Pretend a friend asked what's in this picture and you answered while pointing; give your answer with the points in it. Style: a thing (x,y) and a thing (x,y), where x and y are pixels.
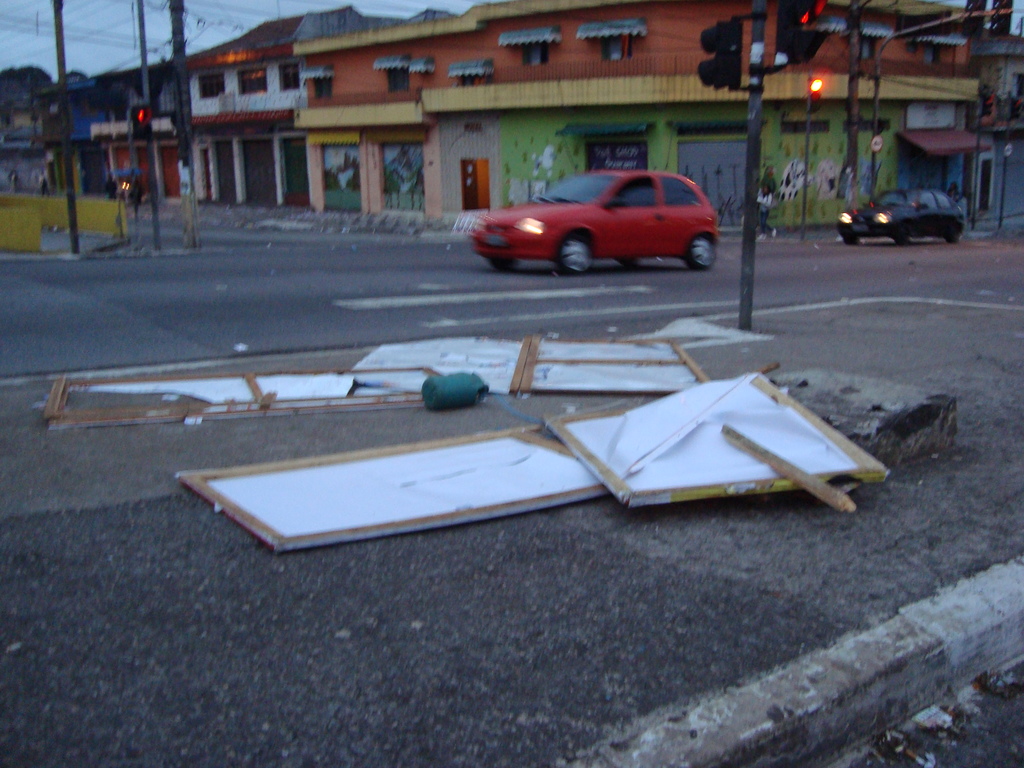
In this image we can see a few people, there are cars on the road (51,280), there are light poles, traffic lights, there are boards (390,387) on the ground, also we can see houses (34,107) and the sky (111,53).
